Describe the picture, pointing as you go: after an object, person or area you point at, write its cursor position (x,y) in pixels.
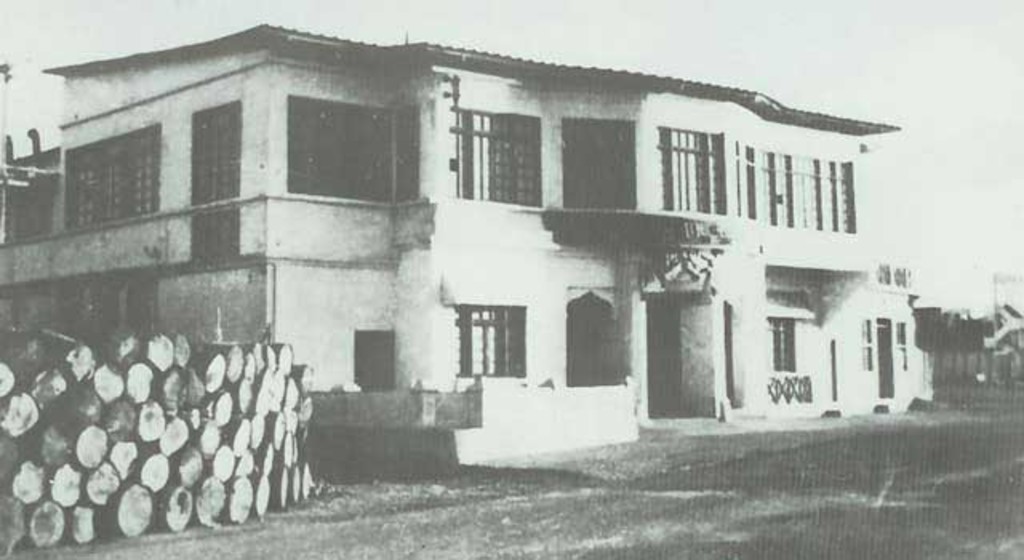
It is a black and white image. This is the house (539,331), on the left side (145,432) there are logs (247,457). At the top (763,50) it is a sky (705,74).
